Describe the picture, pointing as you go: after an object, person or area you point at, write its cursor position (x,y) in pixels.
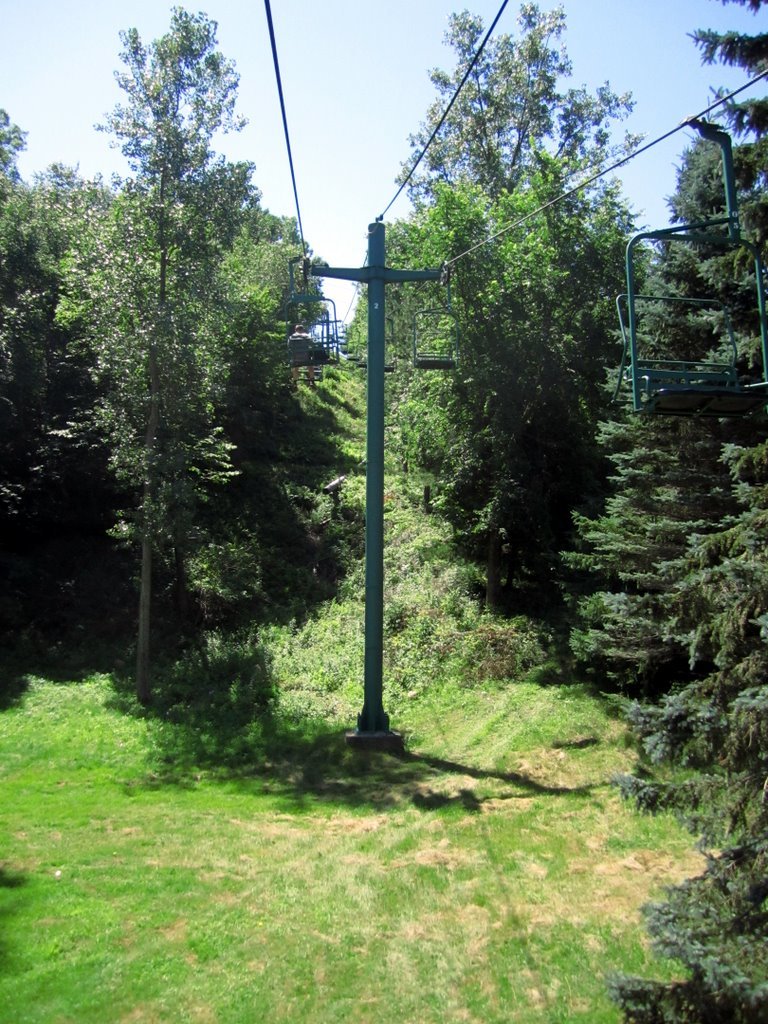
In this image in the center (370,412) there is one pole (374,405) and on the top (330,337) there are some cable cars (668,362) and wires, in the background (470,446) there are some trees (463,505) and at the bottom (521,870) there is grass (241,883).
